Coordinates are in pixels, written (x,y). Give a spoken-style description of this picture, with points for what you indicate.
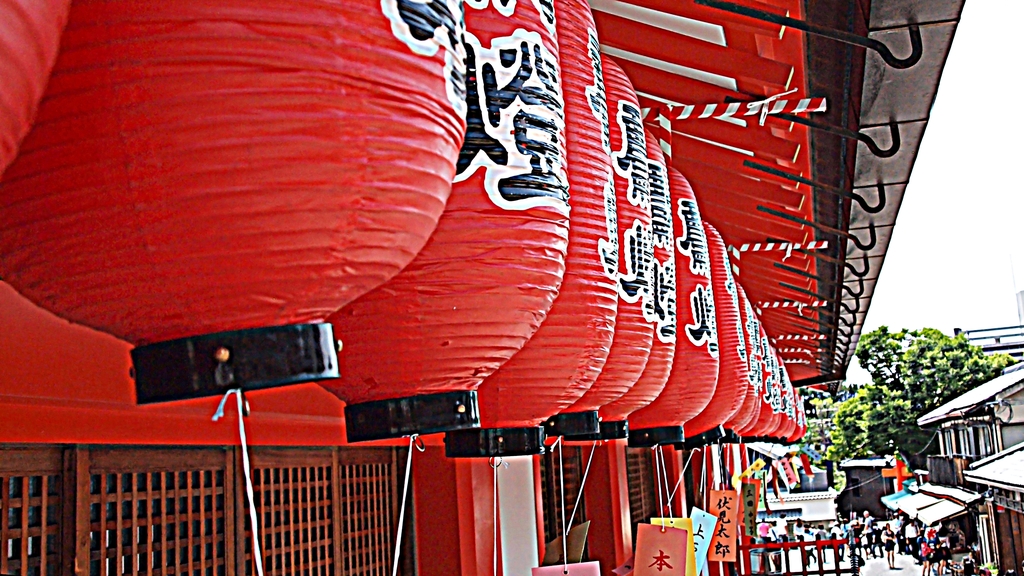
In this image I see the Chinese lanterns (513,322) which are of red in color and I see colorful papers (680,533) on which something is written and I see few buildings (943,474) and I see number of people (876,542) over here. In the background (843,446) I see the trees (874,398) and the sky (976,244).
